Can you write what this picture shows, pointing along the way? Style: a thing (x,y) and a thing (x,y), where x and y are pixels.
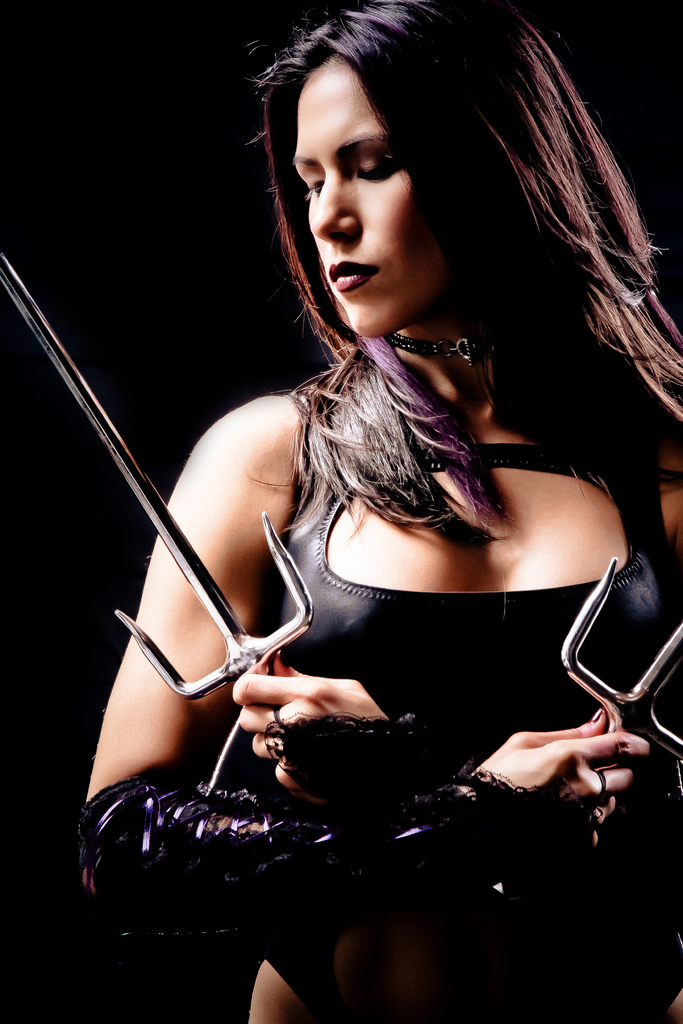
In this picture we can see a woman (371,551) and there is a dark background (63,667).
